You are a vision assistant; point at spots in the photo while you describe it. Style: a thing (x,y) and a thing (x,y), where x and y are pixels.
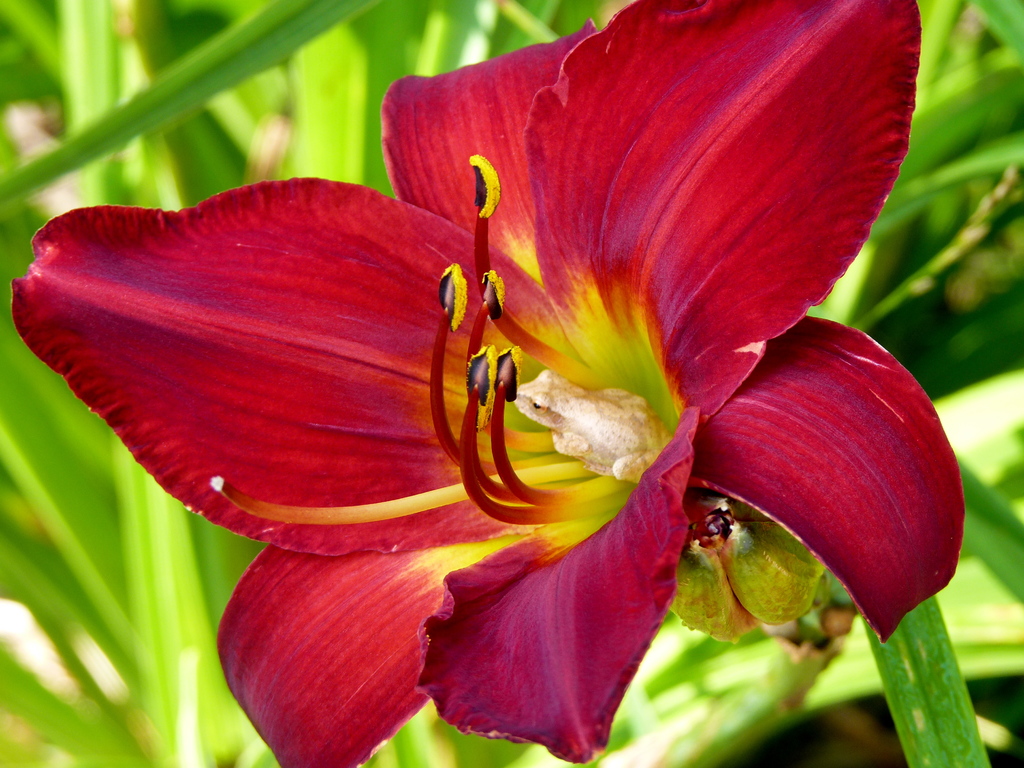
In this picture we can see a flower (546,353) in the front (395,223), in the background (294,88) there are some leaves (326,128), we can see petals (653,189) of the flower (539,255).
